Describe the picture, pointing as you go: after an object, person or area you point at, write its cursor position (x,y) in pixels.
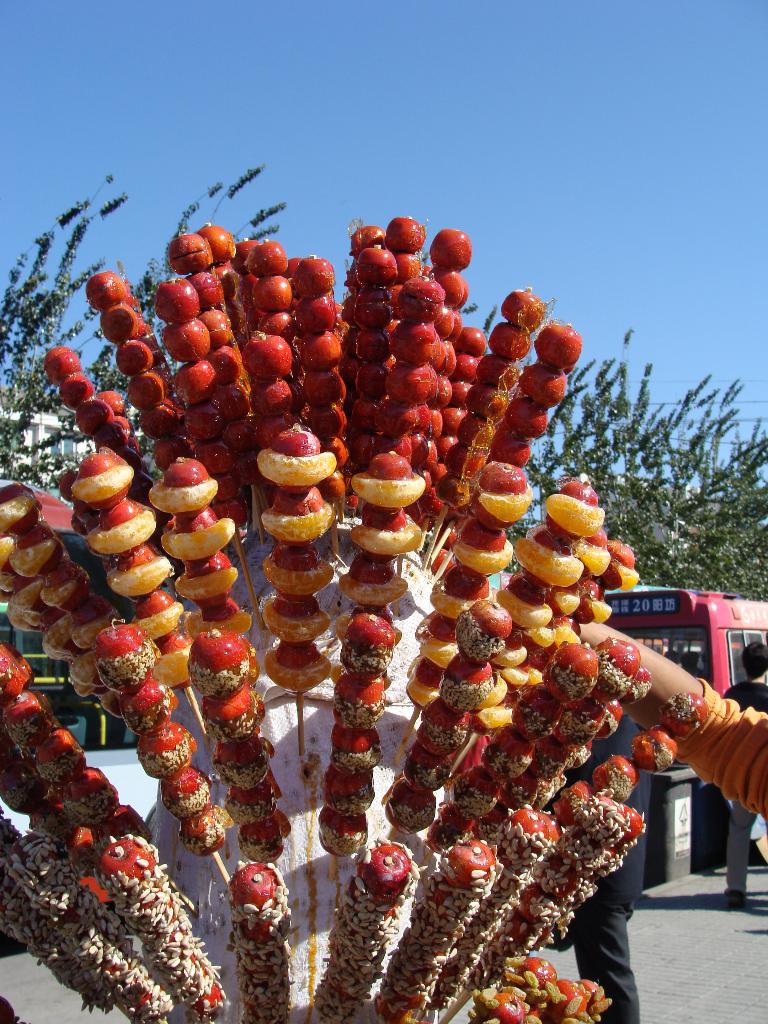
In this picture it looks likes candies (471,457) in the foreground (500,887). At the back (722,645) there are vehicles (722,635) and there are group of people (725,752) and there are trees (710,539) and buildings (657,527). At the top (330,101) there is sky (457,125). At the bottom (717,931) there is a road (712,902).
